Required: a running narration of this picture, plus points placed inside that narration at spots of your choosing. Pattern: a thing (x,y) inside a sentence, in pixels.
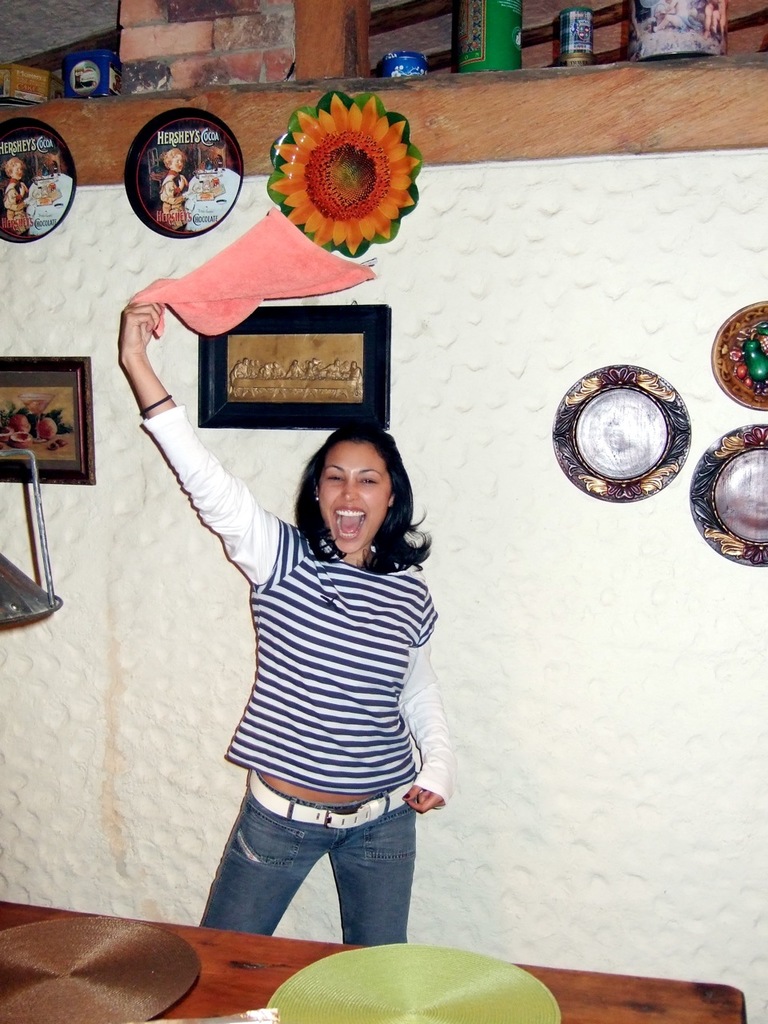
In this picture we can see a woman (317,788) is standing and smiling. She is holding a cloth (152,306). In front of the woman (255,744) there is a table (206,980) and on the table (215,982) there are circle shaped objects (102,971). Behind the woman (333,837), there are photo frames (265,383) and some decorative items (567,419) are attached to a wall (592,365). At the top of the image (461,20), there are some objects (676,32).
